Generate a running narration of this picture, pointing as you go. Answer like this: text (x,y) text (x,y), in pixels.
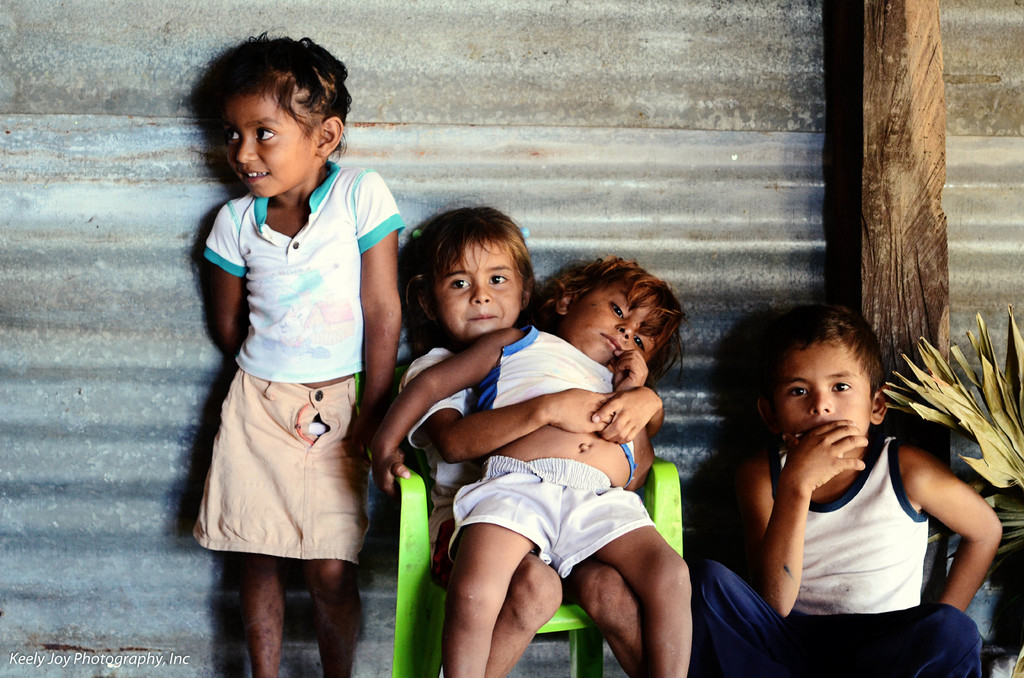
In this picture we can see four kids (529,423) and these two kids (408,425) are sitting on the chairs (568,619). In the background (654,197) we can see a metal sheet (634,163).
